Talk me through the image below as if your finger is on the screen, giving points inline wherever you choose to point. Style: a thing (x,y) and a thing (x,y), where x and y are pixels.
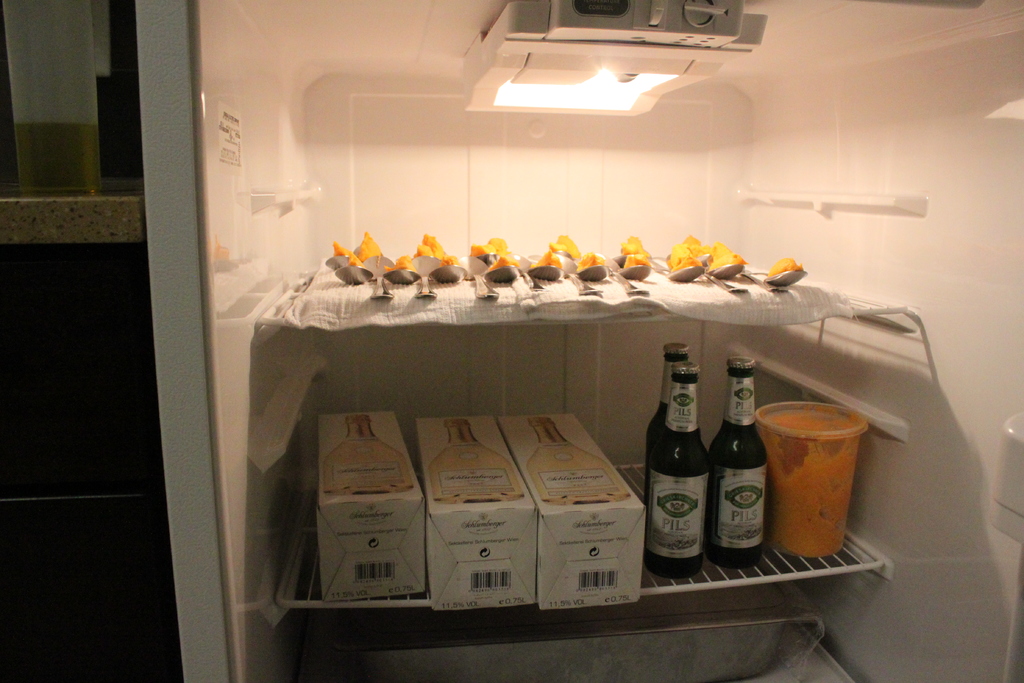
In this picture we can see boxes (634,511), bottles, spoons (784,283), cloth (838,304), bowl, light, and food items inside a refrigerator (634,58).
